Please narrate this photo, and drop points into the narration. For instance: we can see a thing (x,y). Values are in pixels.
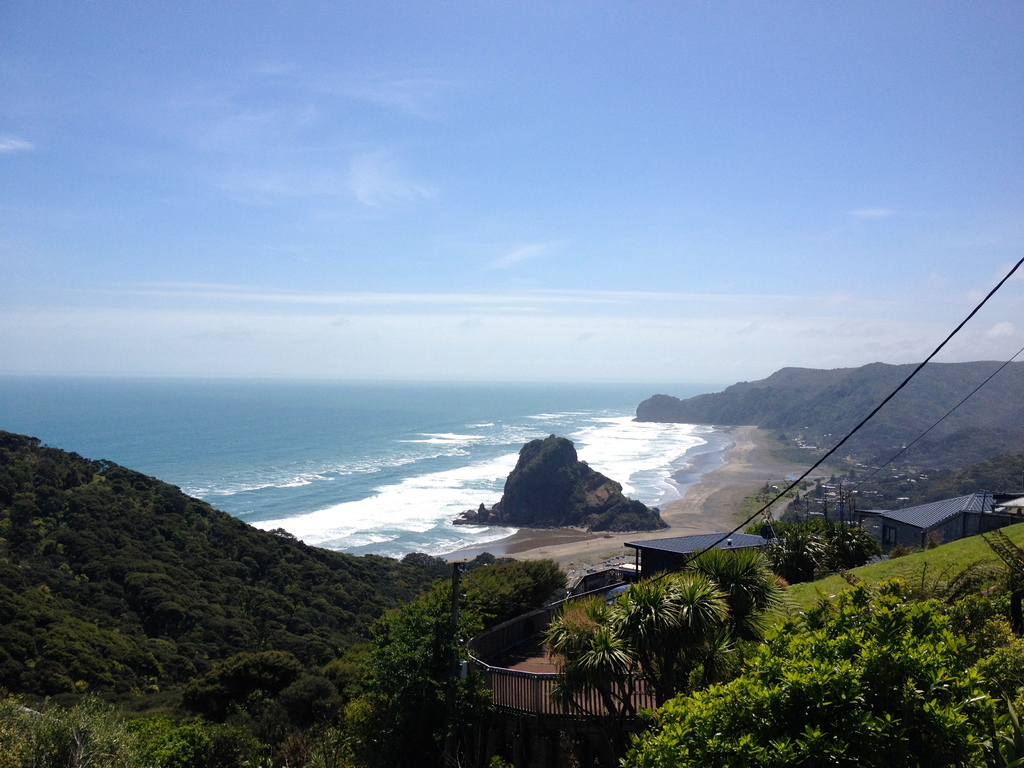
In this image we can see some mountains (14,629), there are some trees (585,678), houses (958,499) and in the background of the image (396,481) there is water (437,411) and clear sky (422,223).
